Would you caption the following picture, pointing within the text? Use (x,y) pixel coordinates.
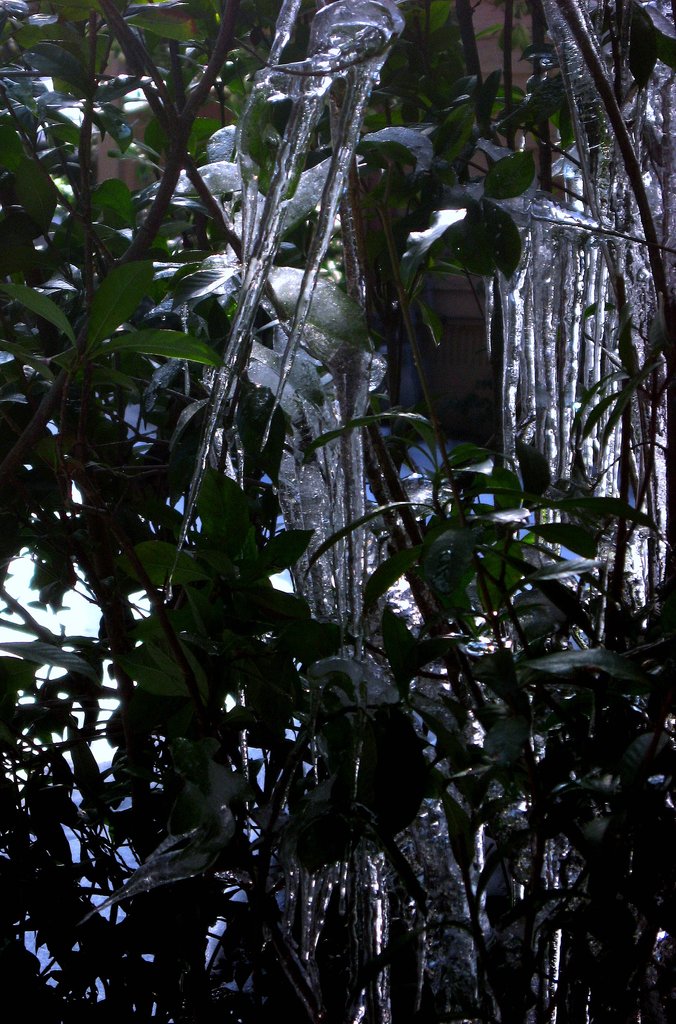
In this image we can see leaves (272,608) and white color object (552,304), it may be ice (555,333).
